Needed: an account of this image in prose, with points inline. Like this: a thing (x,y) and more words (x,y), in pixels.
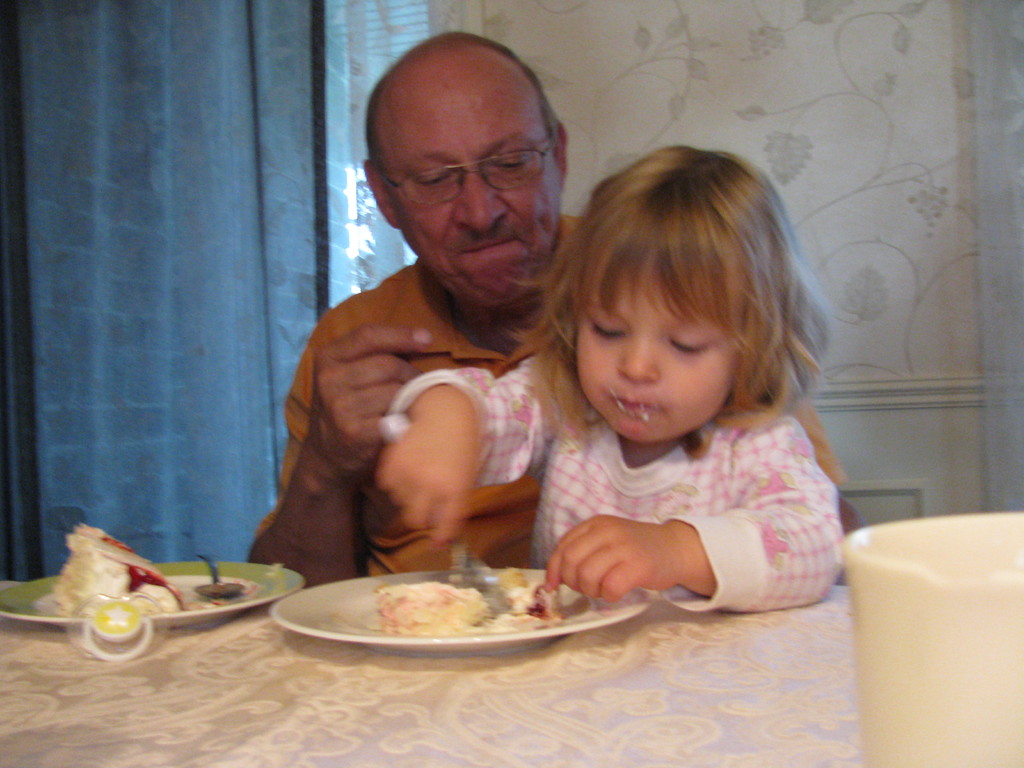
In the foreground (766,511) I can see two persons (562,169) and a table (388,714) on which plates (362,582), food items (465,627) and a cup (893,634) is there. In the background (353,125) I can see a wall (833,106) and a curtain (183,108). This image is taken in a hall (889,136).
